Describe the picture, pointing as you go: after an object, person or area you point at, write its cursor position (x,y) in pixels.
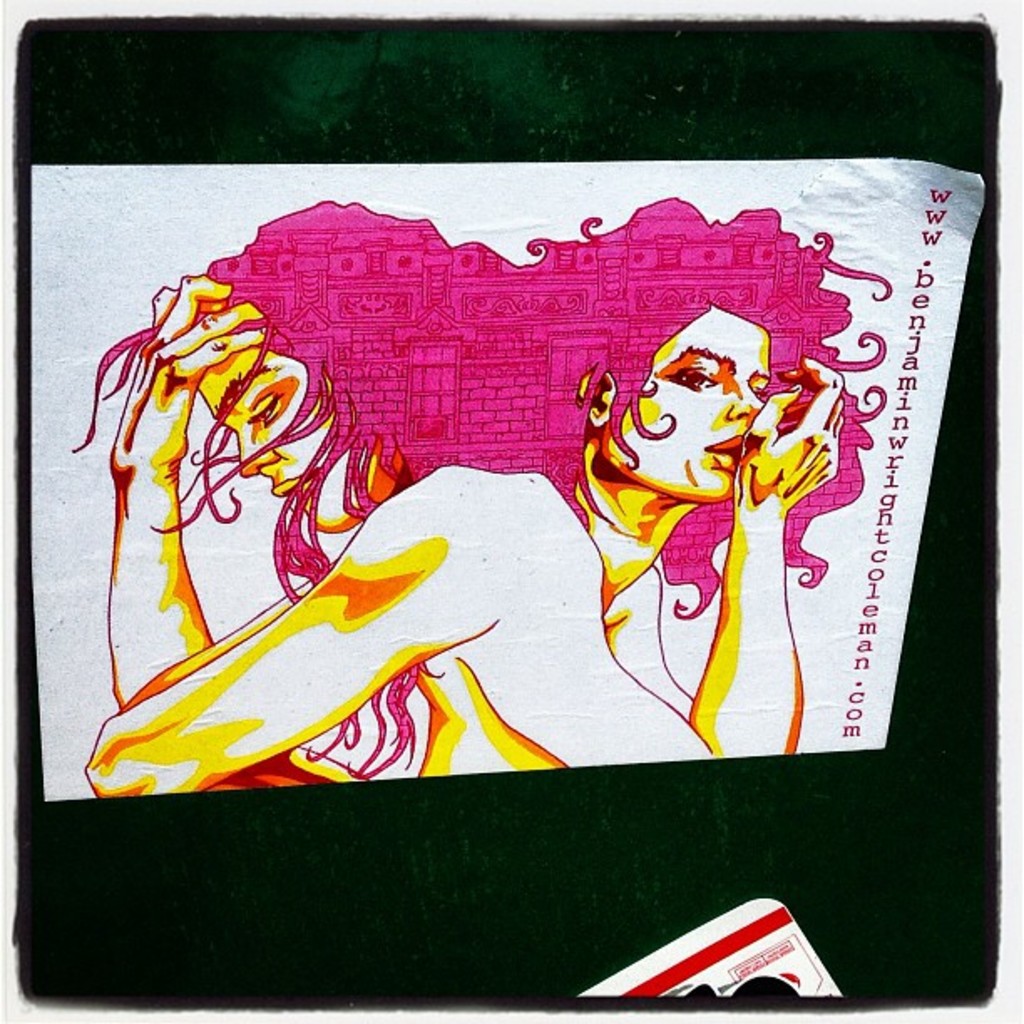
This picture might be a painting (446,392) on the paper (446,468). In the background (477,45), we can also see black color.
